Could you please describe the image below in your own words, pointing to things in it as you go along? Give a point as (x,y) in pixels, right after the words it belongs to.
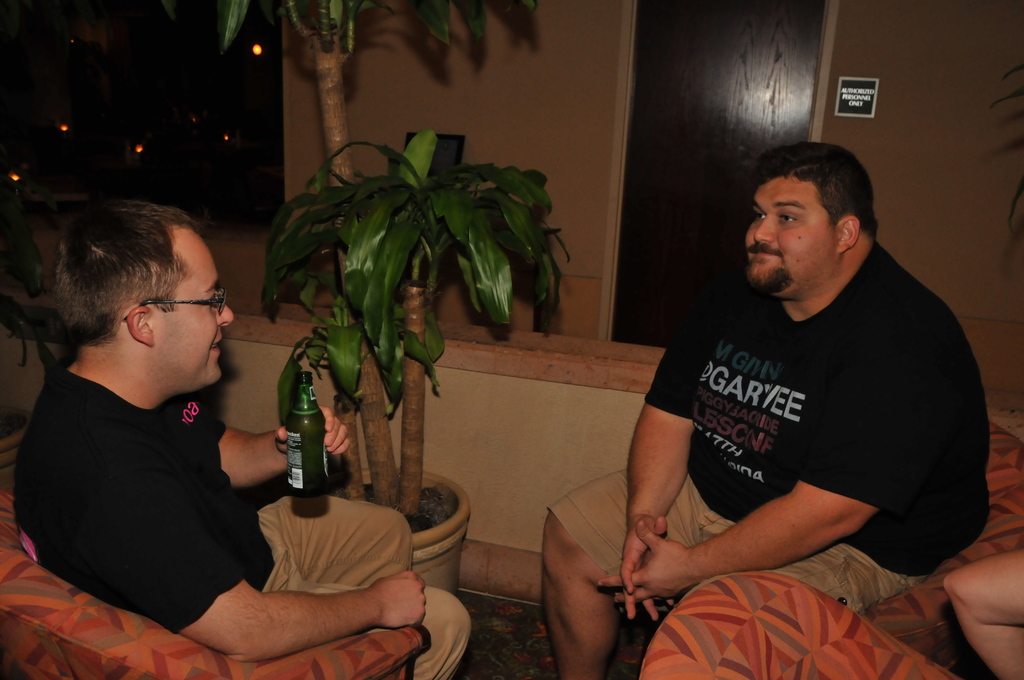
In this image there are two men (410,615) sitting on the couch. The man (300,629) to the left (324,467) is holding a bottle (316,433) in his hand (332,432). In the center (424,418) there is a houseplant (412,417). Behind them there is a wall (924,142). There is a door (709,99) to the wall (967,127). In the top left (71,123) there are lights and it is dark.
